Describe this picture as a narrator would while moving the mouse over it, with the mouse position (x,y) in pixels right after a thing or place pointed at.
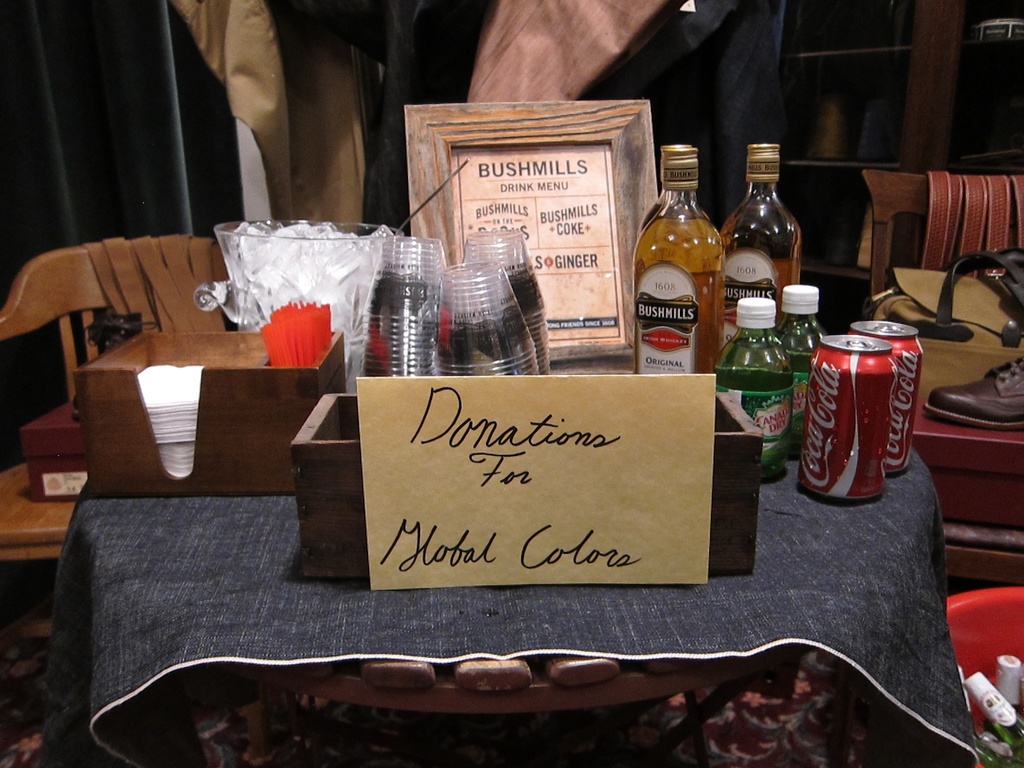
As we can see in the picture that, this is a table (361,606) on which four bottles (691,257) are placed. This are cans (838,387), glass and a photo frame (519,158).
